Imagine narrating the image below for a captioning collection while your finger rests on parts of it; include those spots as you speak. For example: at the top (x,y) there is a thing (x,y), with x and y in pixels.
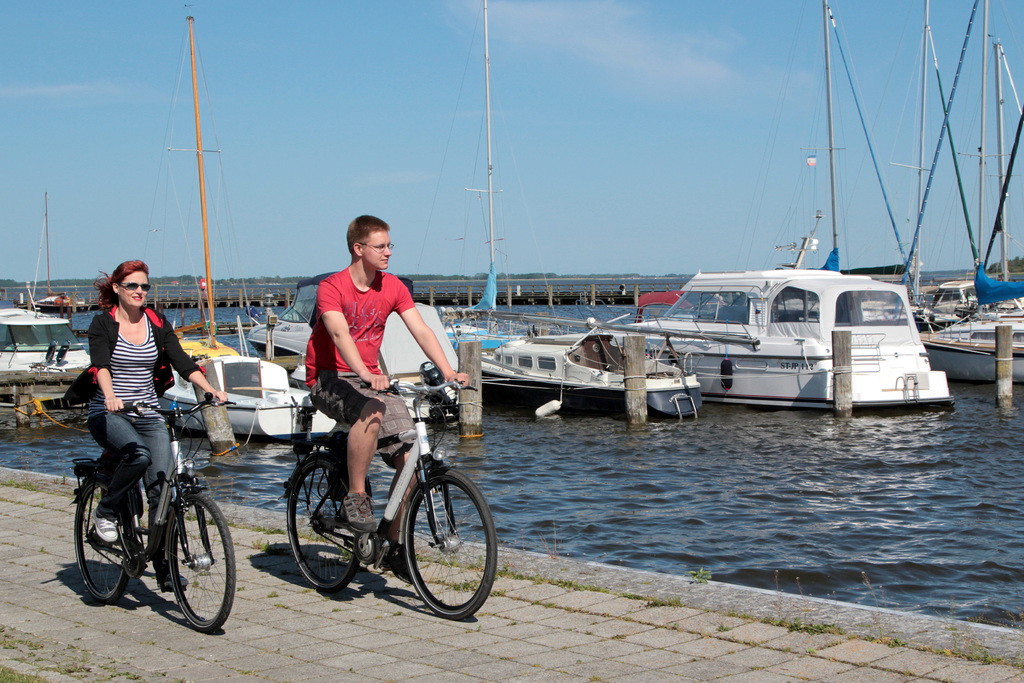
There are two members (157,398) cycling a bicycle (308,489). One is a man (380,421) and a woman (146,445). In the background (505,390), there are many ships (684,361) on the water (837,420). And there are some poles (627,353) here. We can observe the sky (606,108) and clouds (619,57) here.
